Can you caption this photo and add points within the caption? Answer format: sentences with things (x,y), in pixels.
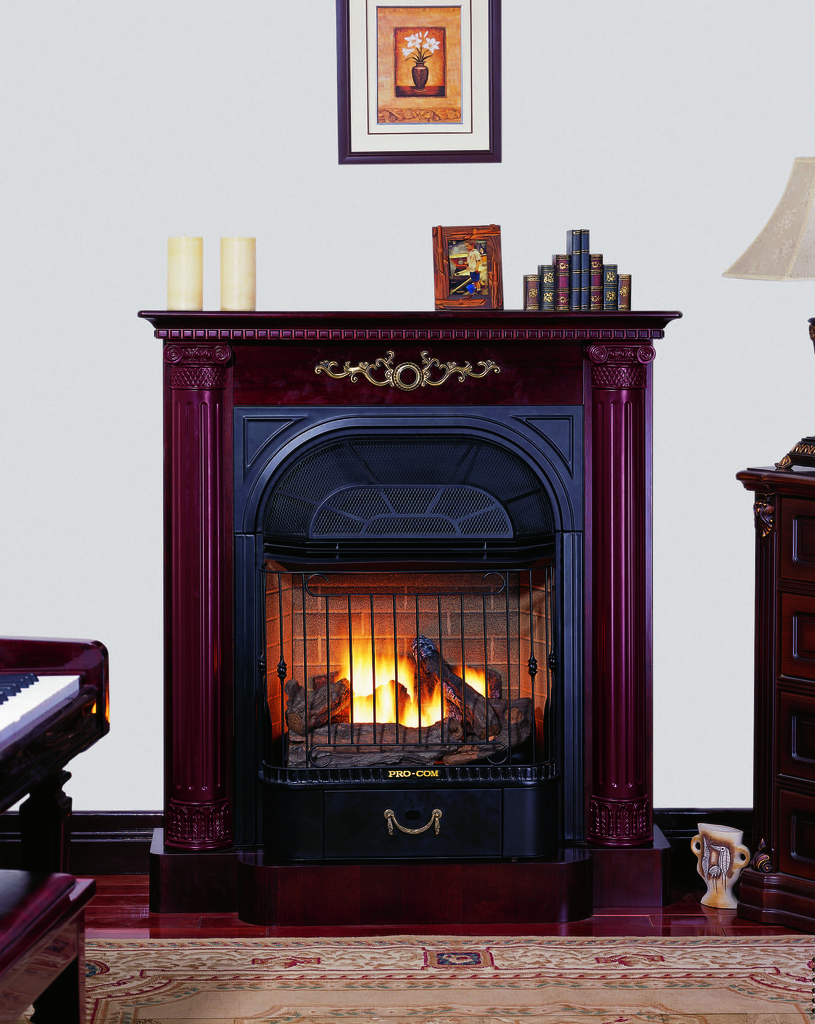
In the center of the image (400,577) there is a fireplace (437,651). On top of the fireplace (179,320) there are candles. There is a photo frame (452,265) and a few other objects (559,288). Behind the candles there is a photo frame (346,33) on the wall (197,129). On the left side of the image (100,673) there is a keyboard (62,682). On the right side of the image (757,734) there is a wooden table (766,739). On top of it there is a lamp (806,265). Beside the table (766,755) there is a cup (728,875). At the bottom of the image (372,944) there is a mat (482,958) on the floor (559,926).
